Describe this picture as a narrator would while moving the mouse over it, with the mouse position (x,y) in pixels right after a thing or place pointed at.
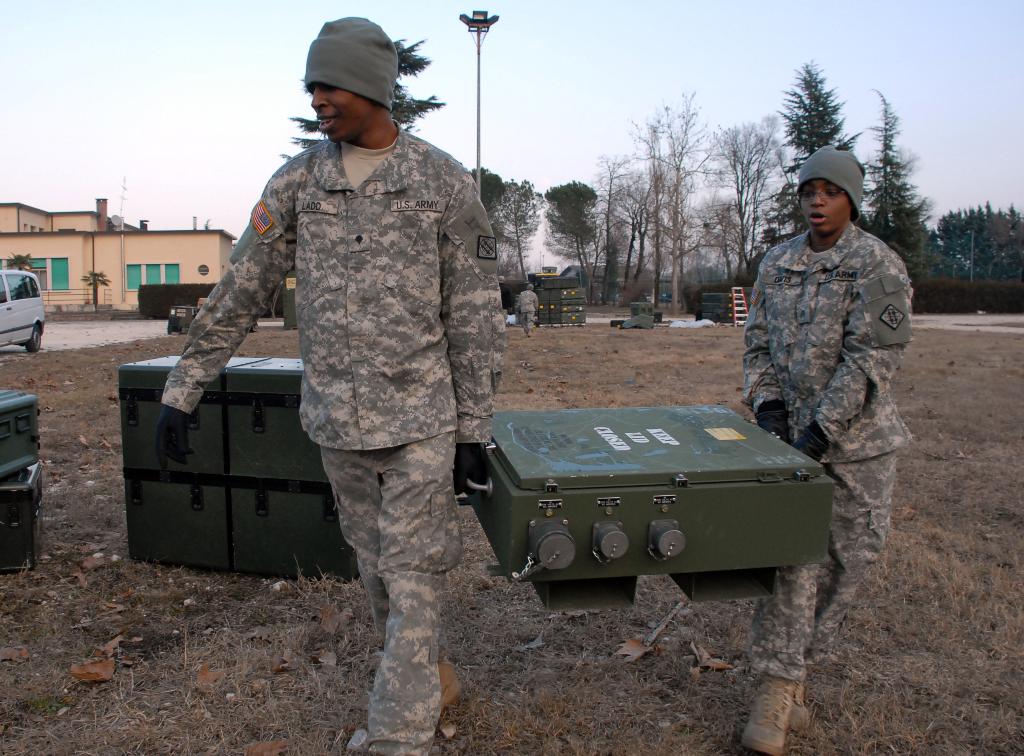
In the center of the image (496,253), we can see people (391,170) wearing caps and holding a box (583,495) and in the background (214,439), there are vehicles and some boxes (202,434) and we can see some trees (774,216) and there is a building (154,265). At the bottom (537,661), there is ground (521,697).
